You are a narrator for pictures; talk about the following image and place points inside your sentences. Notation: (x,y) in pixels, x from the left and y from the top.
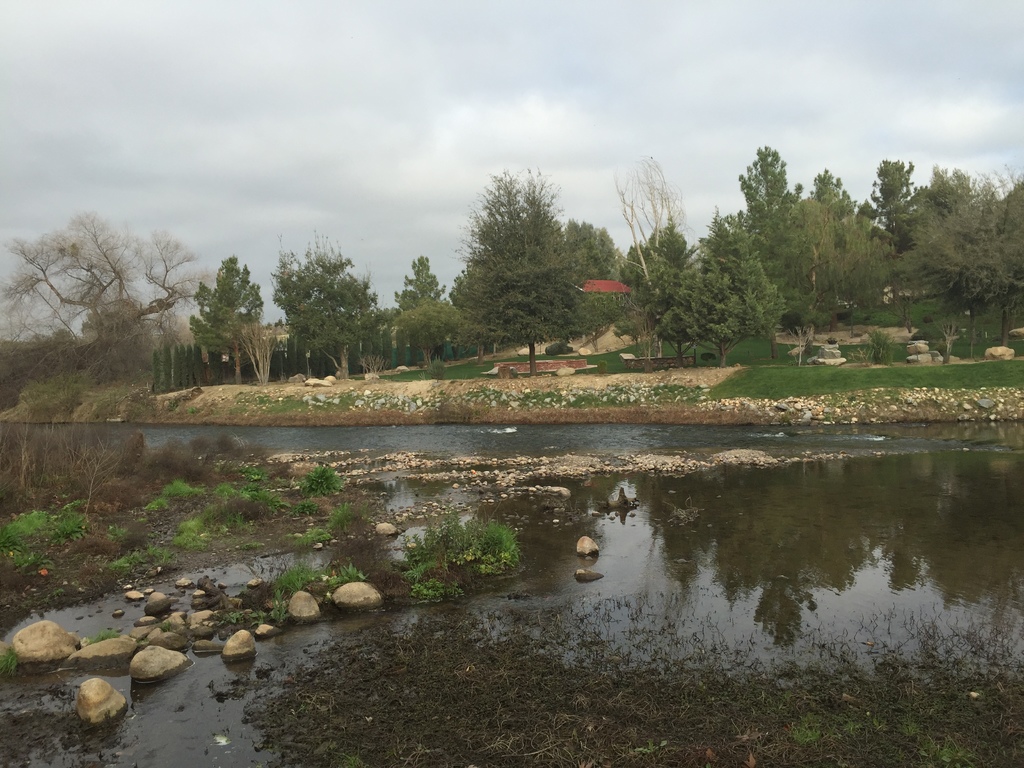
In this picture there are trees (950,189). At the back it looks like a building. At the top (643,108) there are clouds (676,123). At the bottom (973,602) there is water (955,608) and there are stones (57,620) and there are plants (2,552) and there is grass (834,691).
